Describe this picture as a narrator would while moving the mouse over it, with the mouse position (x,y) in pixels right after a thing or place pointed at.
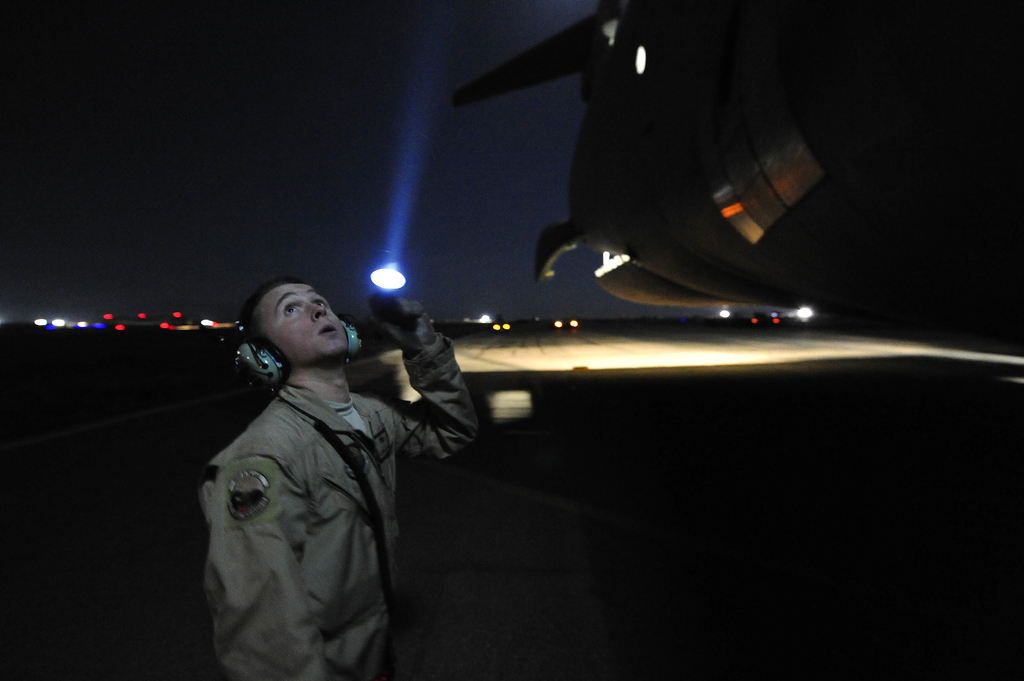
In this picture we can see a man (326,387), lights (797,312), some objects (848,189) and in the background (285,156) we can see the sky (231,154).
